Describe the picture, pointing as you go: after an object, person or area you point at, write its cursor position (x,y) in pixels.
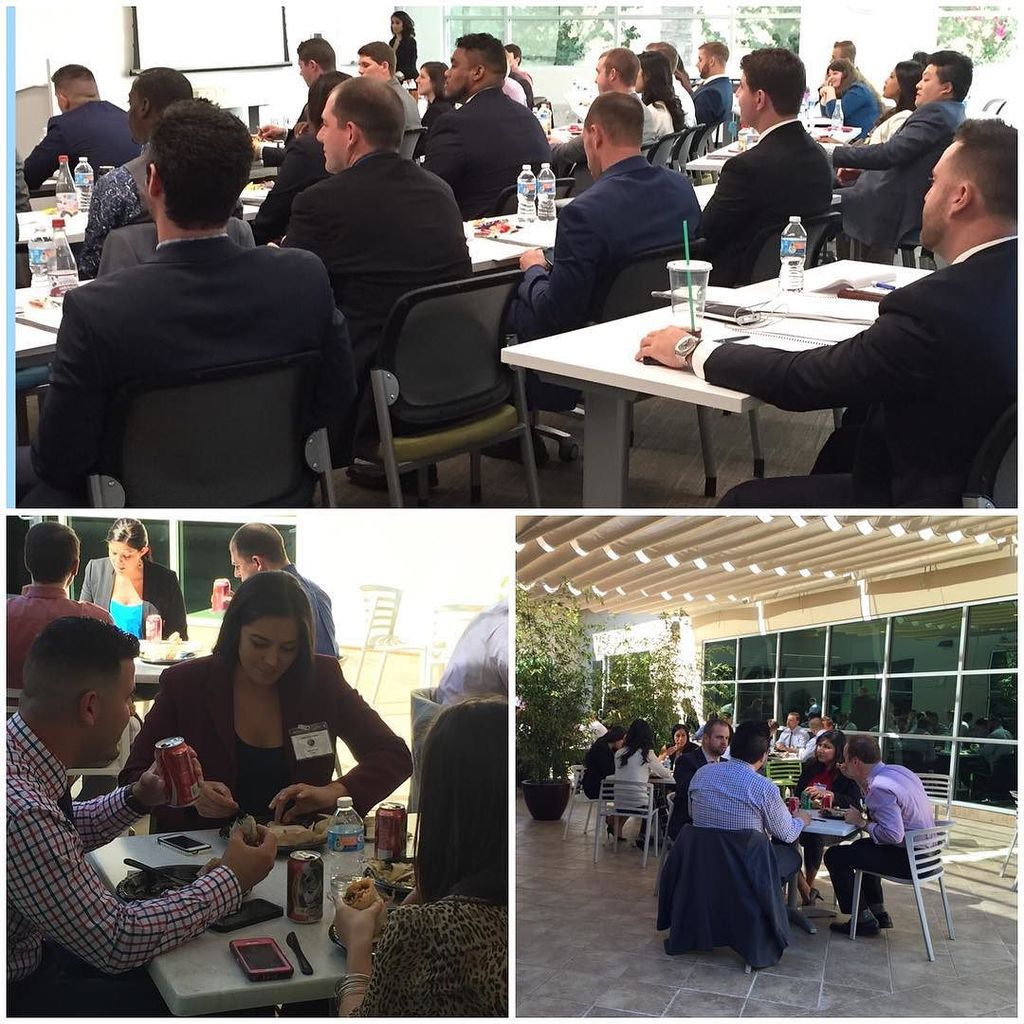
In this image I can see collage photo where people (146,277) are sitting on chairs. I can also see most of them are wearing blazers (350,344). Here I can see few tables (202,963) and on these tables (833,824) I can see food (326,820), cans (289,882), phones (266,962) and bottles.
